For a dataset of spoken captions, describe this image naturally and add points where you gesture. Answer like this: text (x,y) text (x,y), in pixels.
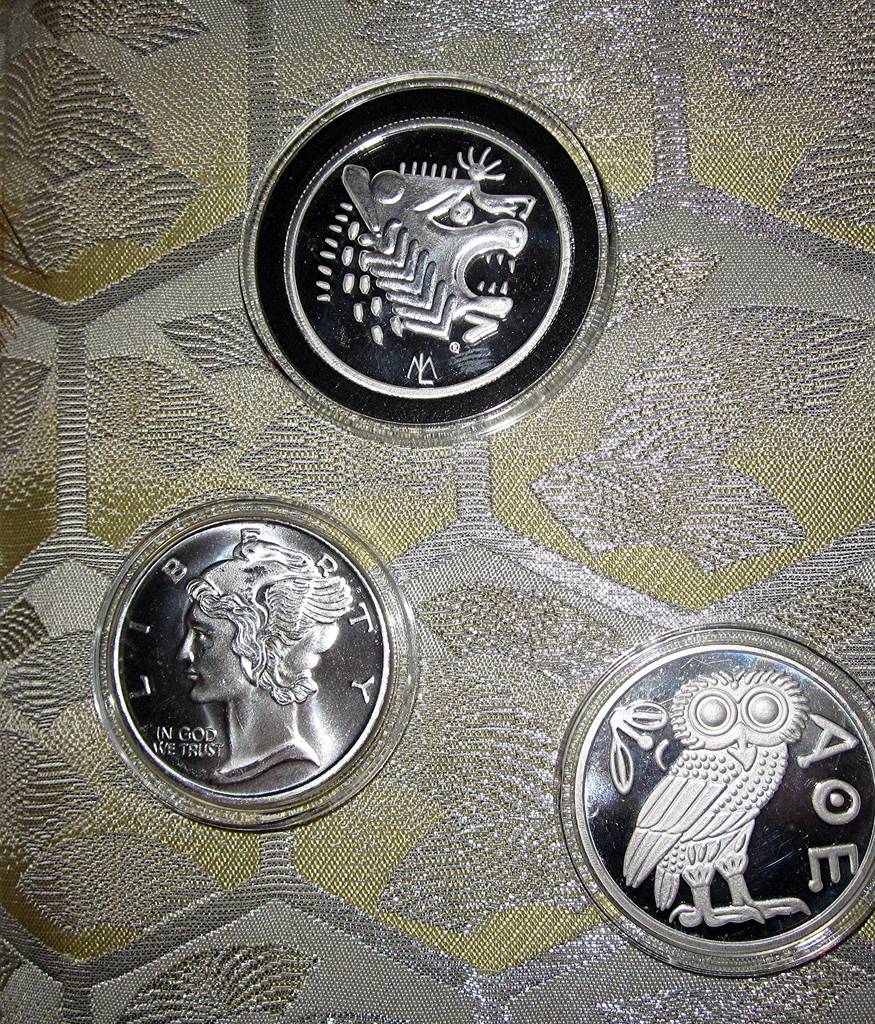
This picture shows coins (352,248) on the table (20,959).
